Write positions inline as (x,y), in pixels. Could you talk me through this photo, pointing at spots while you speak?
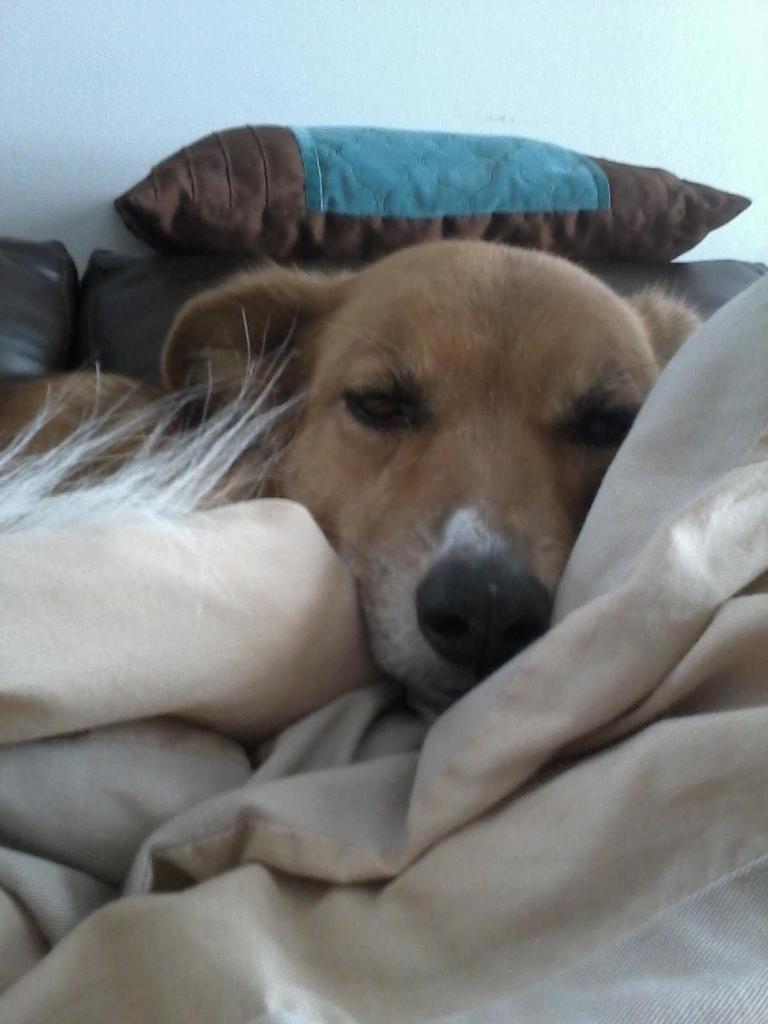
In the center of the image (342,413) there is a dog (227,454) in the bed sheet (419,774). In the background (310,191) we can see pillow (288,205), sofa (24,331) and wall (193,45).
